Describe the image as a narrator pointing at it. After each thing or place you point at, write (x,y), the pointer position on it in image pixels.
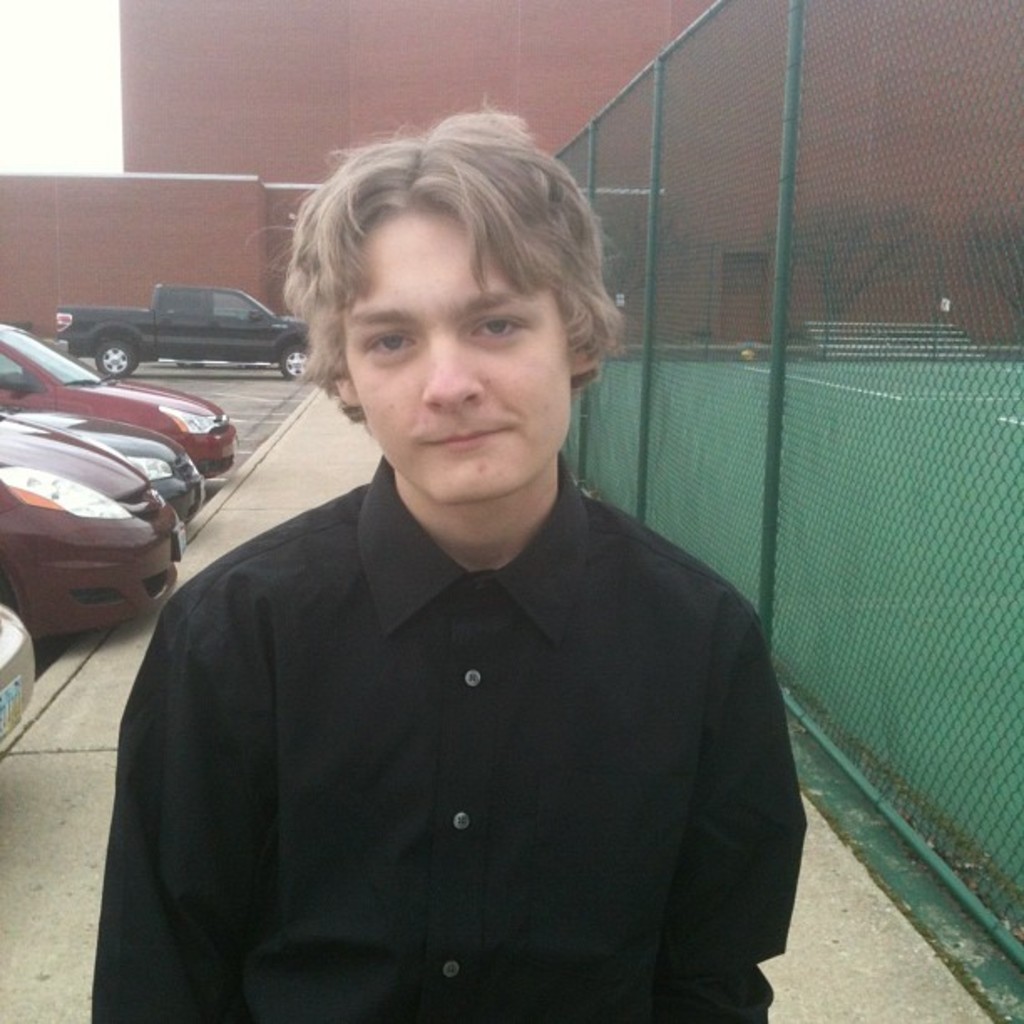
In this image I can see a person (497,1016) and the person (581,308) is wearing black color shirt (626,1023), background (232,308) I can see few vehicles (178,414) on the road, I can also see the railing (664,103) in green color, few trees (800,244), a building (408,46) in brown color and the sky (75,77) is in white color.
